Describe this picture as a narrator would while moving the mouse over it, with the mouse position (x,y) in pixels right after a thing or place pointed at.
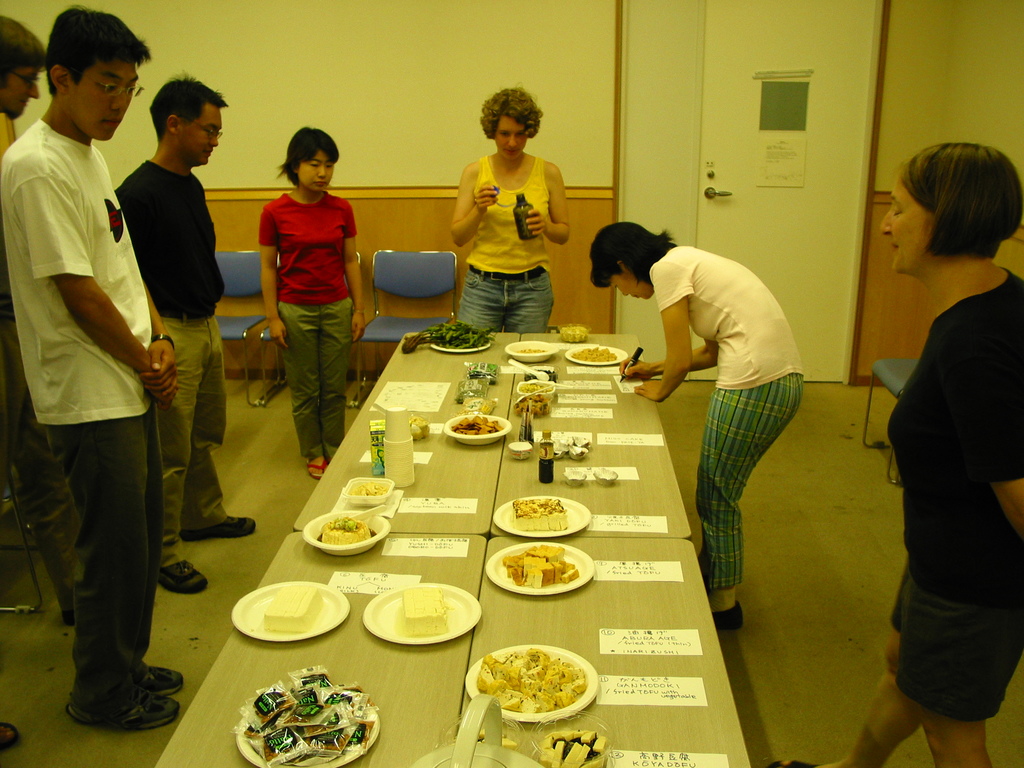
In the center of the picture (484,380) there are tables (530,339), on the tables (425,451) there are plates (448,584), bowls (496,439), papers (434,388), bottle (540,446) and various food items (549,521). On the left (97,253) there are people (103,327) standing. In the background (327,303) there are people (360,294), chairs (431,261), wall (405,239) and door (775,64). On the right (909,236) there are people (980,659) and chairs (867,433).
